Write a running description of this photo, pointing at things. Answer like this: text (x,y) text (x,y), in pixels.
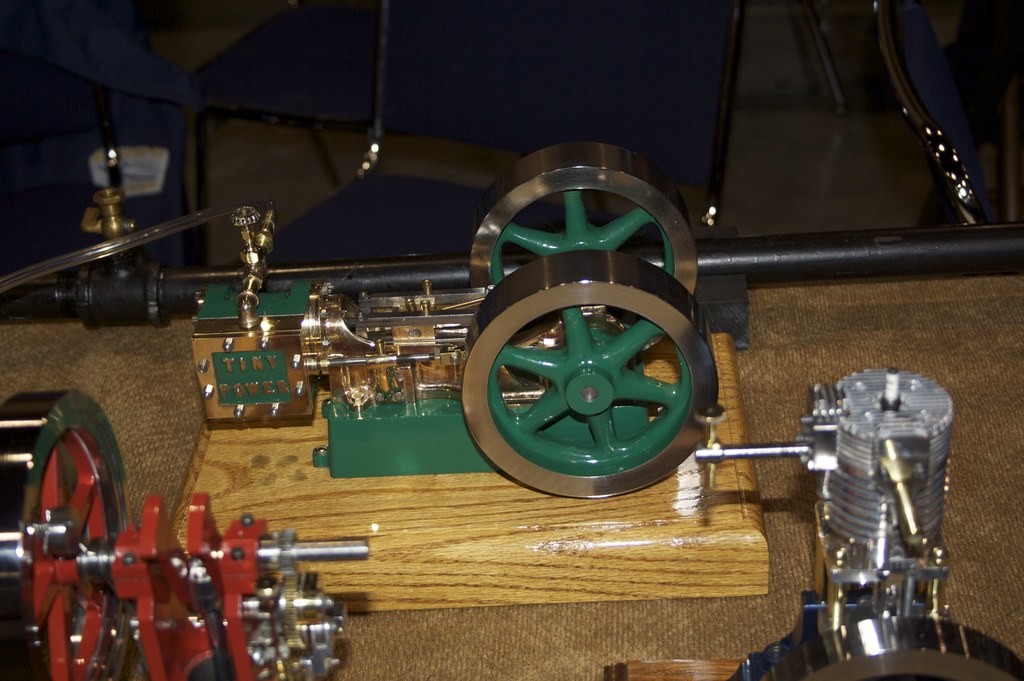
In this picture there are metal engines (426,284) in the image which are placed on the table (180,399) and there is a chair (155,127) at the top side of the image (714,184).
